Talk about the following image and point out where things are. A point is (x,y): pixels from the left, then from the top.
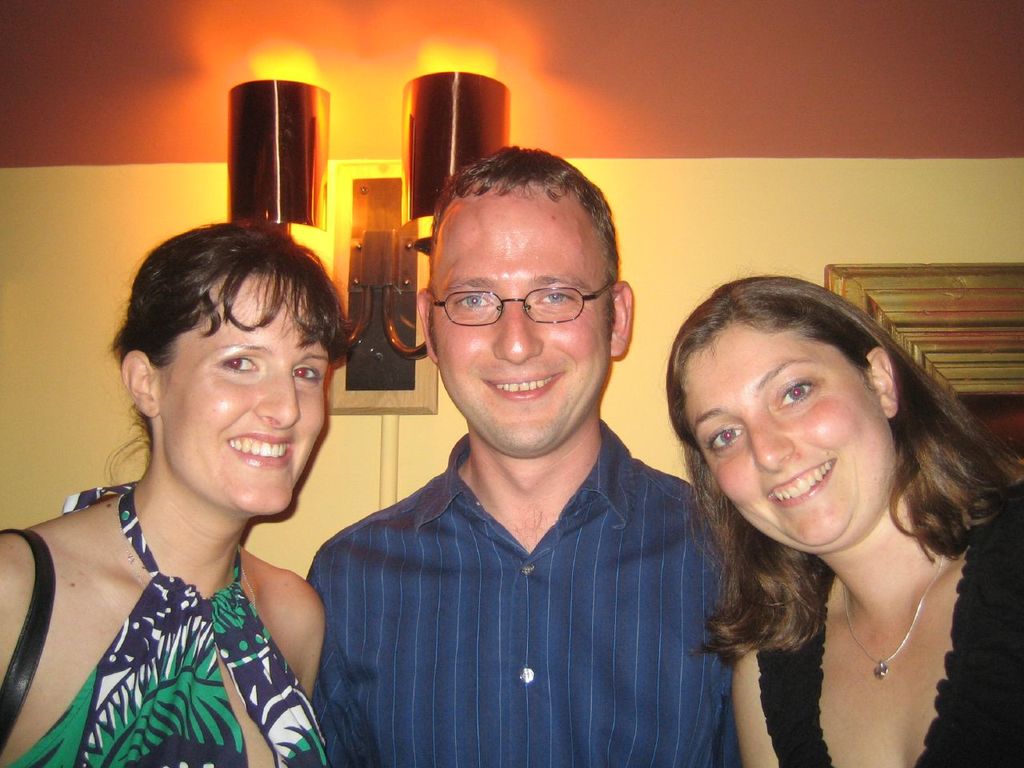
This picture consists of three persons (841,357) they are smiling, in the background (149,203) I can see the wall (818,91), on the wall (780,91) I can see a lamp (360,193) attached to it, through lamp (284,140) I can see a light (419,64) and a photo frame (972,356) attached to the wall (945,222) on the right side (976,375).
